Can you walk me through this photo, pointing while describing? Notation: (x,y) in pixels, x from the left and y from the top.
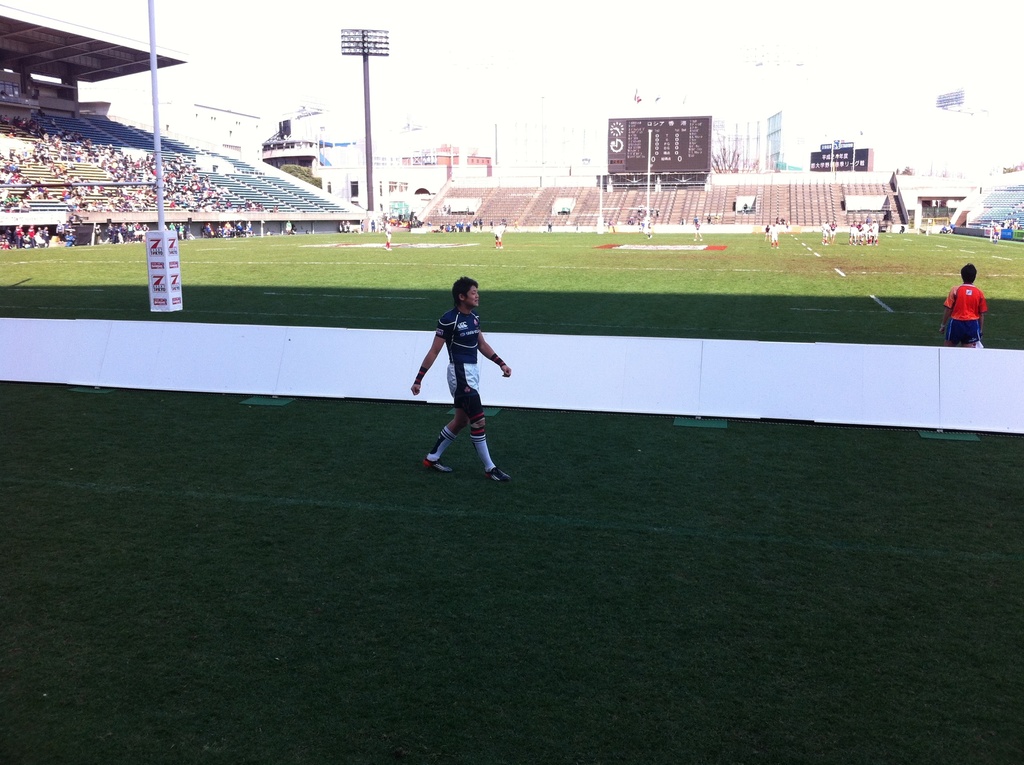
In the foreground of this picture (486,350), there is a man (458,414) walking on the grass (667,530) and in the background (701,166), we can see the stadium (316,201) which includes poles (141,185), grass (262,277), screen (682,122), buildings (773,127), light pole (373,44), and the crowd (155,195).
